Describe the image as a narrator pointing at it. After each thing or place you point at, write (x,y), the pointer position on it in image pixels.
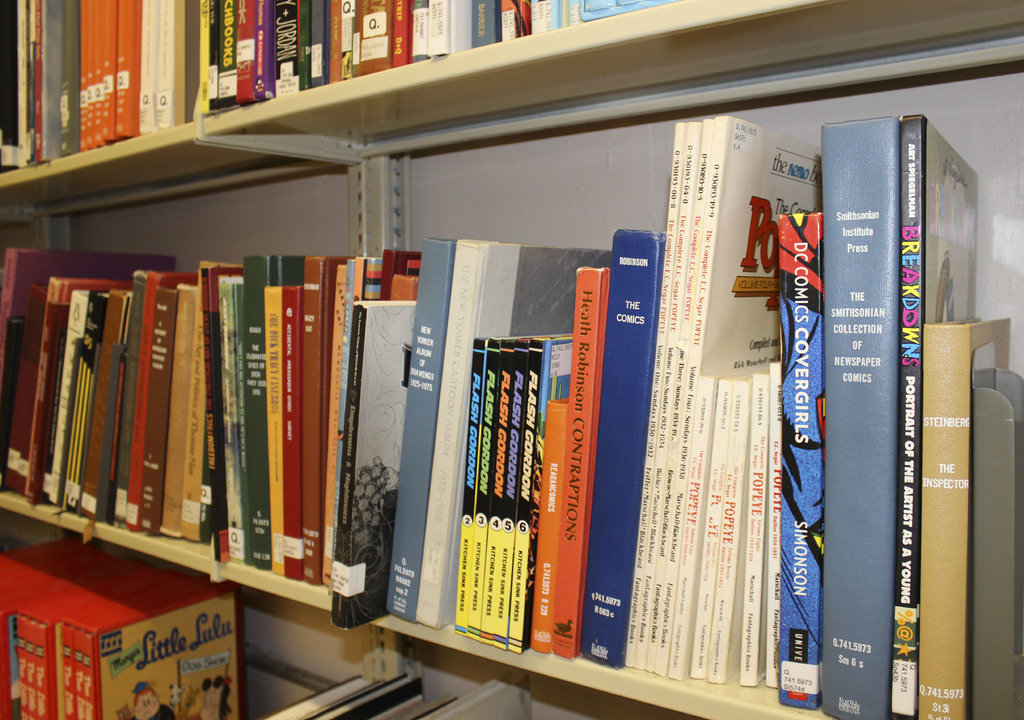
In this image, we can see books (424,440) which are in the shelves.
